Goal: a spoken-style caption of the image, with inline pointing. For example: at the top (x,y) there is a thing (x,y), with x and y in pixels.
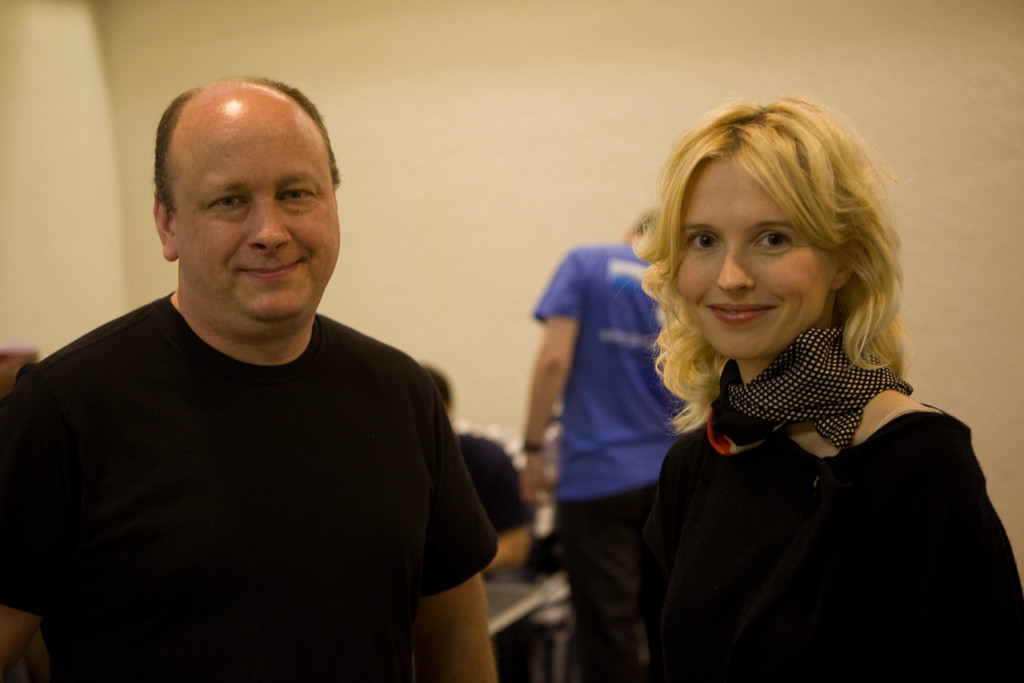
In this picture there are two people (388,580) standing and smiling. In the background of the image (513,364) we can see people (510,483) and wall (526,167).
